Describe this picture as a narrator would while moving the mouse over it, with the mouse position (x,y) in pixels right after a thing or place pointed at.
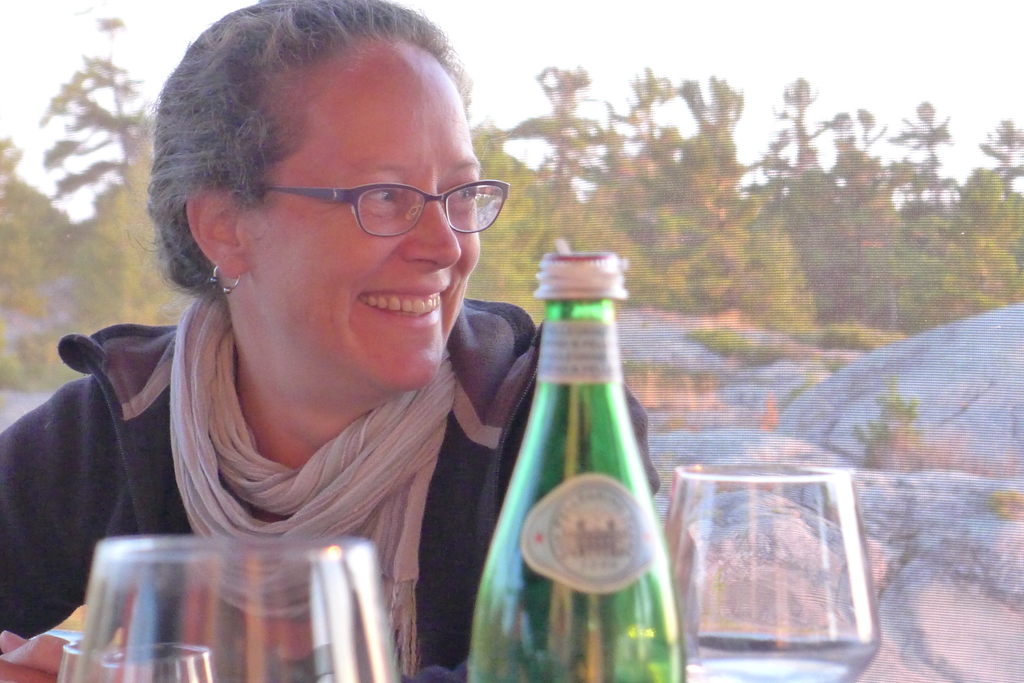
Background (761,250) is blurry. We can see sky (867,83), trees (835,223) and rocks (953,422). Here we can see a woman (370,216) wearing spectacles (404,229) and she is carrying a pretty smile (366,294) on her face (422,338). On the table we can see glasses (726,646) and a bottle (545,481) in green colour.
